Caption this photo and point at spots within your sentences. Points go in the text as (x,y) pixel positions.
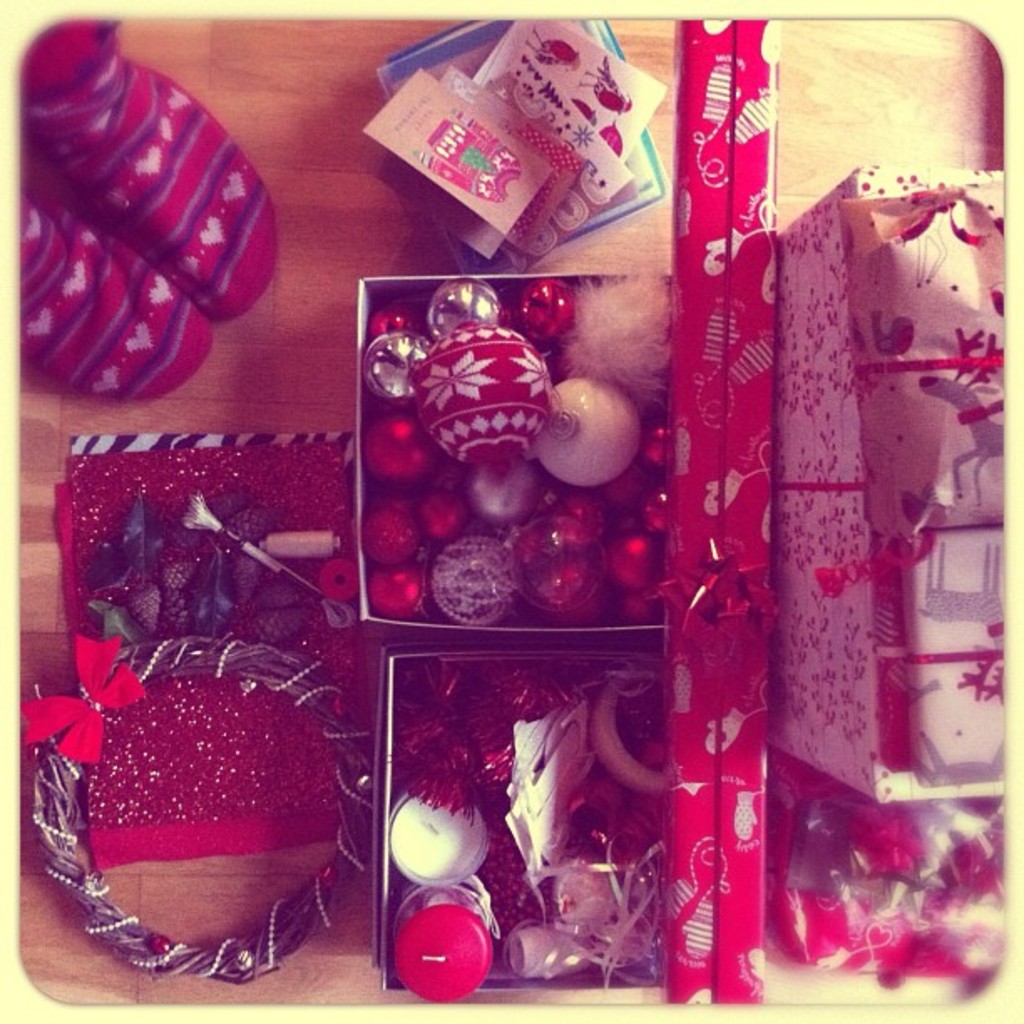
Here we can see boxes (872,610), decorative balls (460,552), cards (544,67), socks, and objects (421,850) on a platform (350,135).
